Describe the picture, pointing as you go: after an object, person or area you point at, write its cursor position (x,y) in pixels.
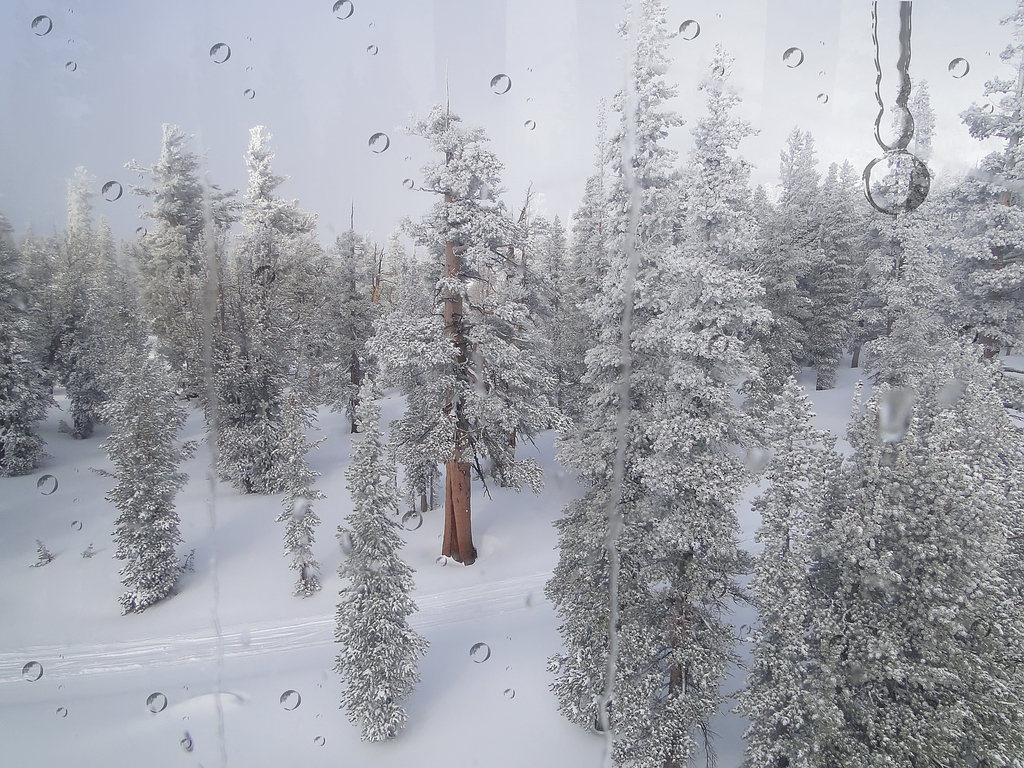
In the picture we can see a window (747,71) on it, we can see a some trees (933,525) on the snow surface (63,579) and some snow (863,532) on it and to the window (767,71) we can see some water droplets (621,348).
